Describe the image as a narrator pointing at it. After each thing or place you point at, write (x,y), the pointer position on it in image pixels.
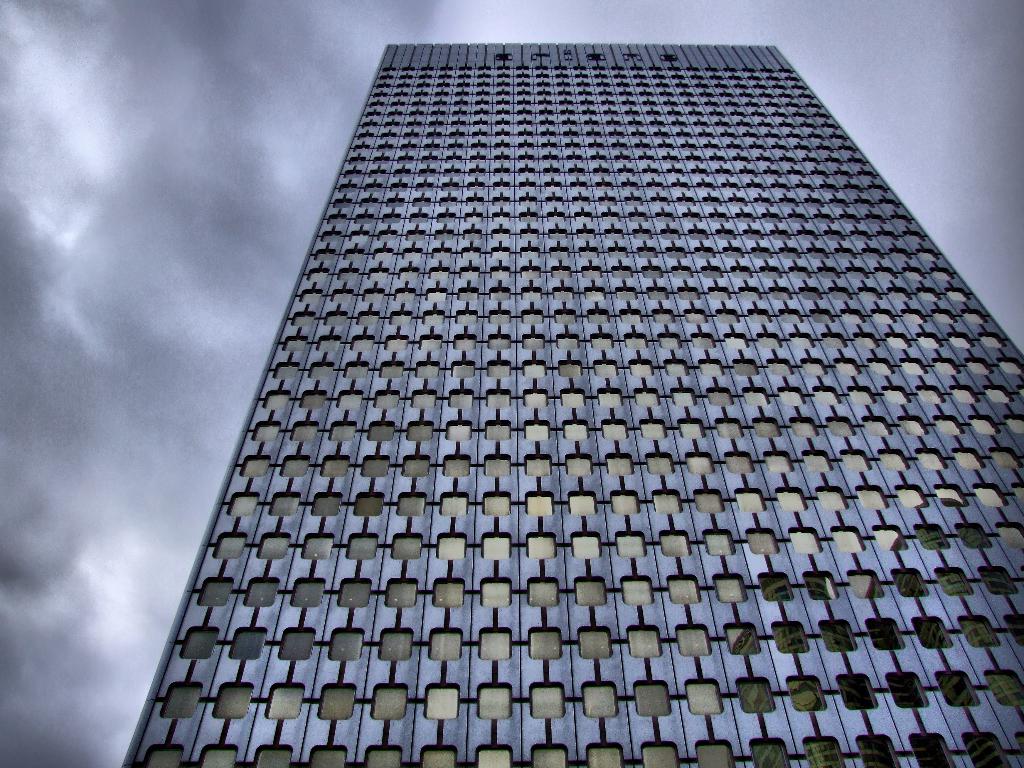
In this picture we can see a building (372,300) and clouds (203,293).
